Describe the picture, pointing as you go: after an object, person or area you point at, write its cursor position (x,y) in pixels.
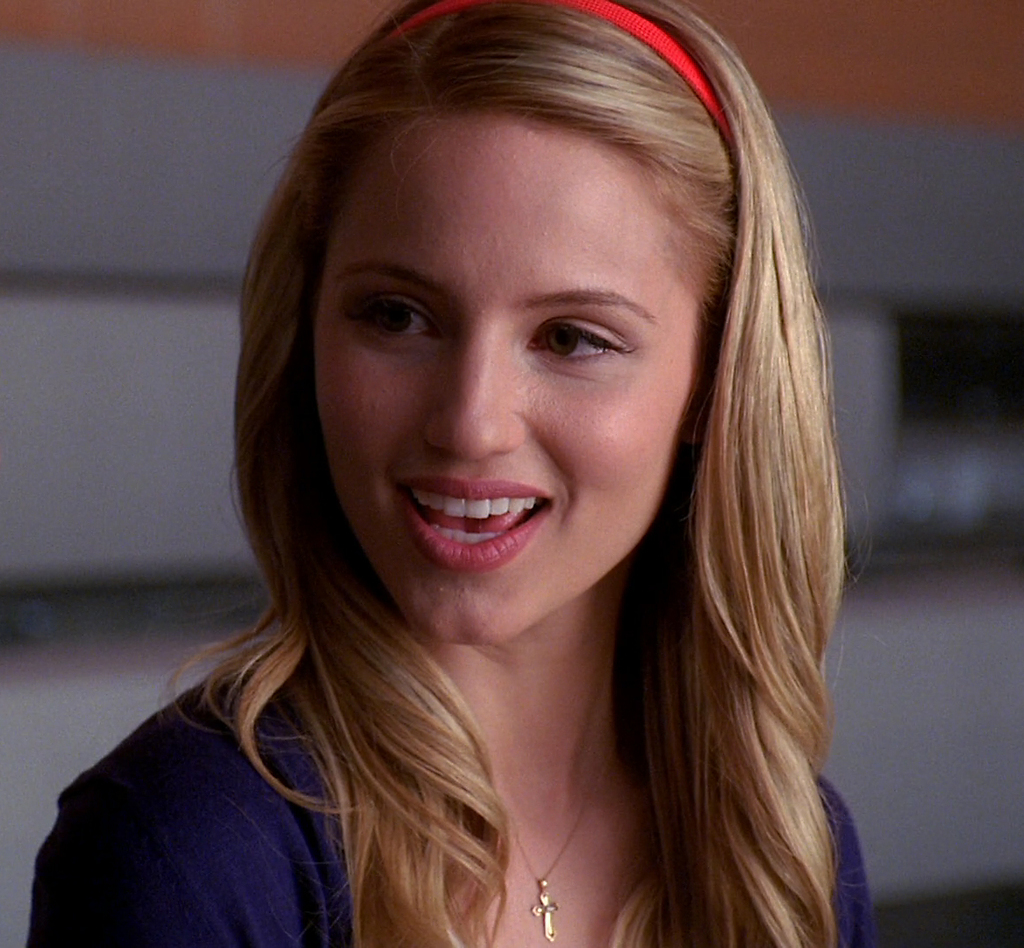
In this image in the foreground (507,277) there is one woman (476,385) who is wearing a headband (692,70) and it seems that she is talking, and there is a blurry background (765,42).
